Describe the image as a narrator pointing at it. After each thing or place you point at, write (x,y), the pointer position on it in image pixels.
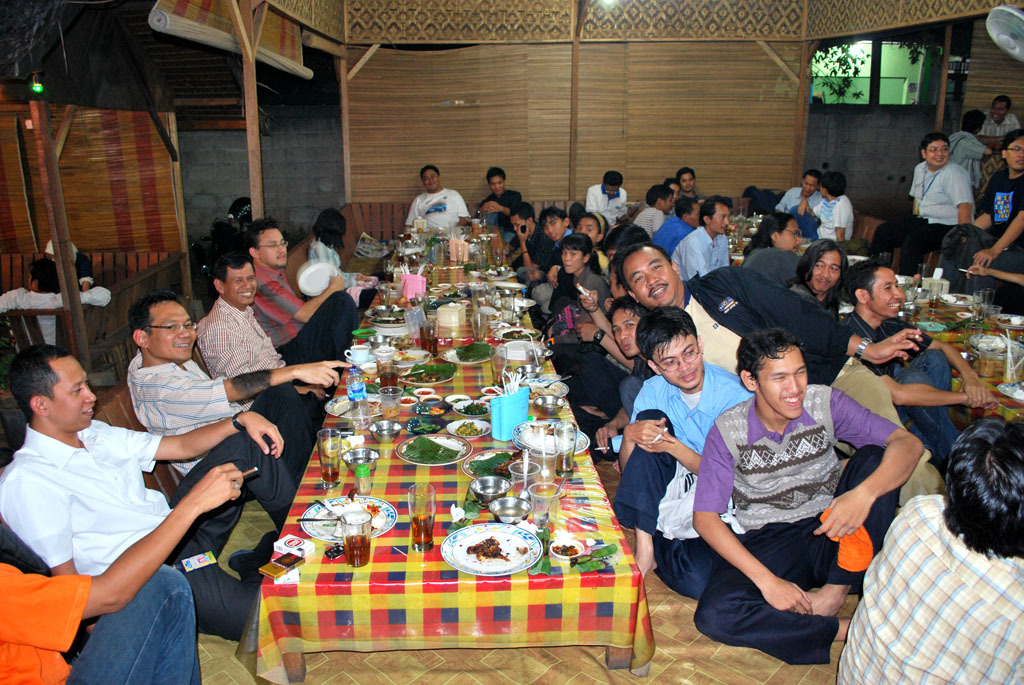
In this image there are group of people (643,367) sitting on the table (399,557). There are plates (383,532), glasses (410,495), bowls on the table (553,523). At the back (827,72) there is a tree (831,59), at the top (993,22) there is a fan (1013,45), at the bottom (684,613) there is a mat (691,640).
